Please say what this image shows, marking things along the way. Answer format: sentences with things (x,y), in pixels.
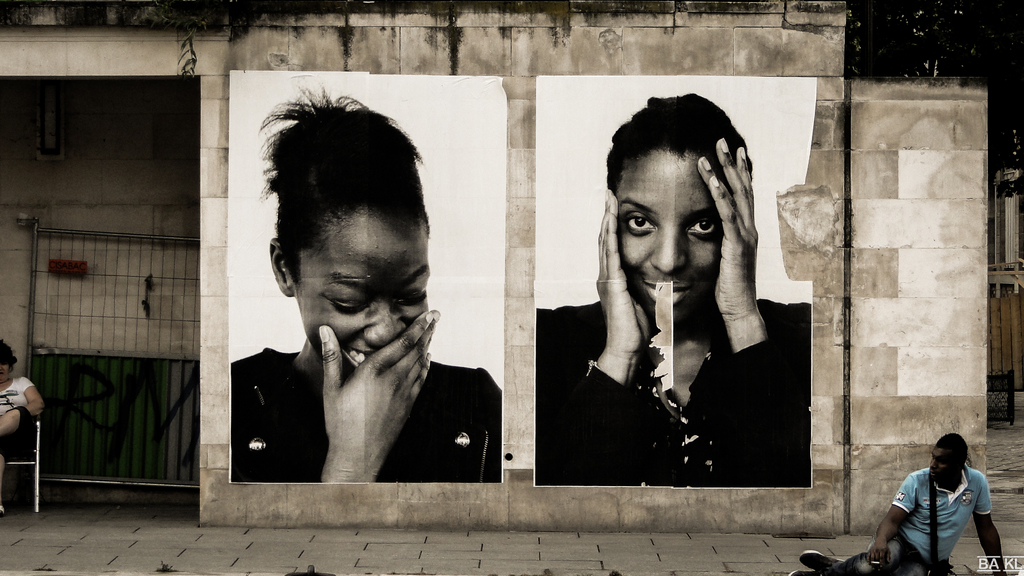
In the center of the image (418,381) we can see a posters (498,348) of a girls (471,372) on the wall (514,301). On the left side of the image (89,397) there is a grill (95,384) and woman (13,420) sitting on the chair (36,486). On the right side (807,556) we can see a man (887,523) on the floor (900,542). In the background (842,140) there is a building (793,62) and tree (1008,123).
